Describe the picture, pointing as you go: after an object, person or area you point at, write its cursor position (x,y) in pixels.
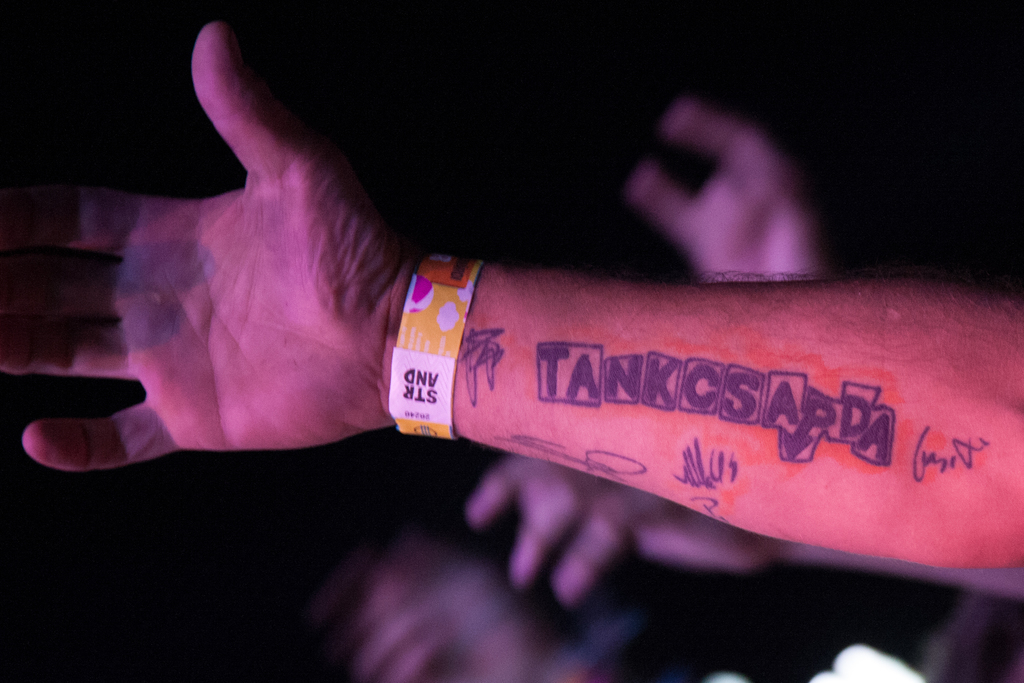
In this image a person's hand (538,285) is visible. There is a tattoo (648,390) on the hand (607,410). Behind there are persons hands (746,170) visible. Background (885,193) is blurry.
